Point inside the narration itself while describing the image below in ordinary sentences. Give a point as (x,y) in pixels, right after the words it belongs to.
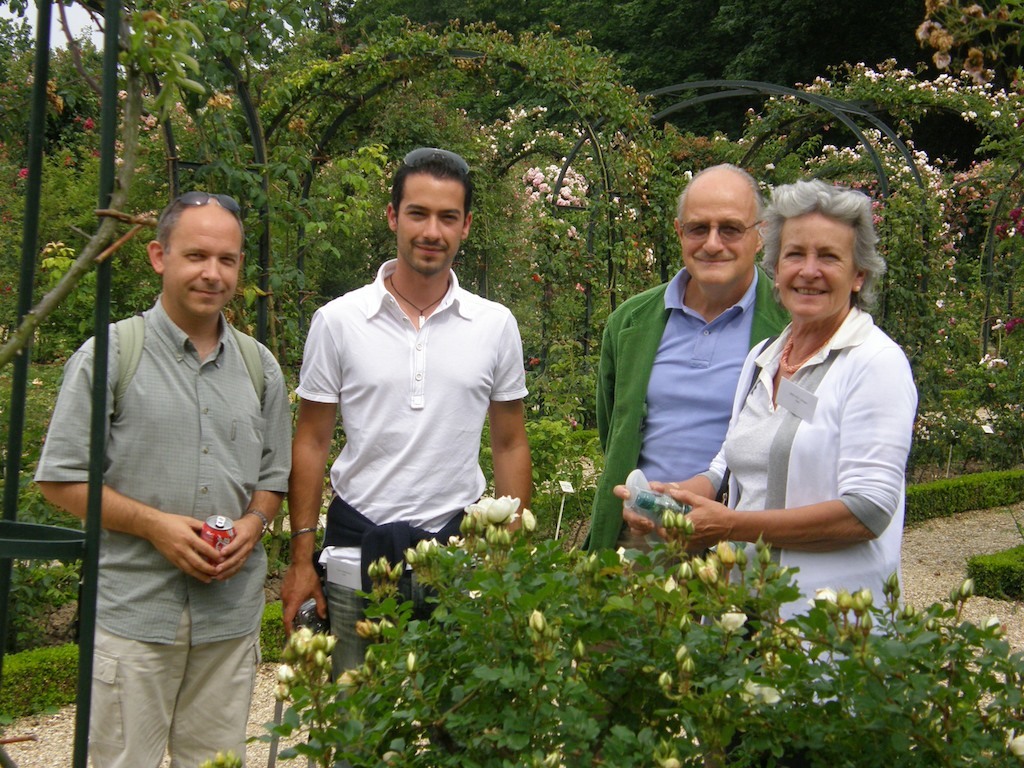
In this picture we can see a group of people (738,444), they are smiling and in the background (354,174) we can see trees (363,123), flowers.
